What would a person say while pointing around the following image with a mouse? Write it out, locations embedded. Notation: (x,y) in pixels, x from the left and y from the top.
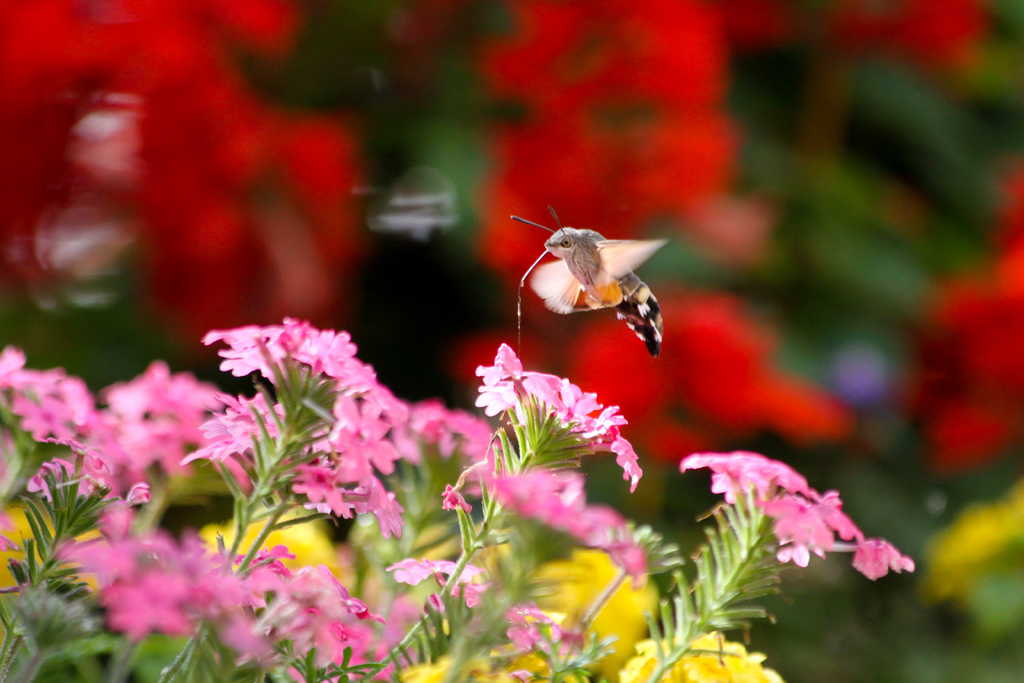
In this image I can see pink color flowers (131,392) visible on plants (745,598) and I can see a moth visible above flowers (414,432).
